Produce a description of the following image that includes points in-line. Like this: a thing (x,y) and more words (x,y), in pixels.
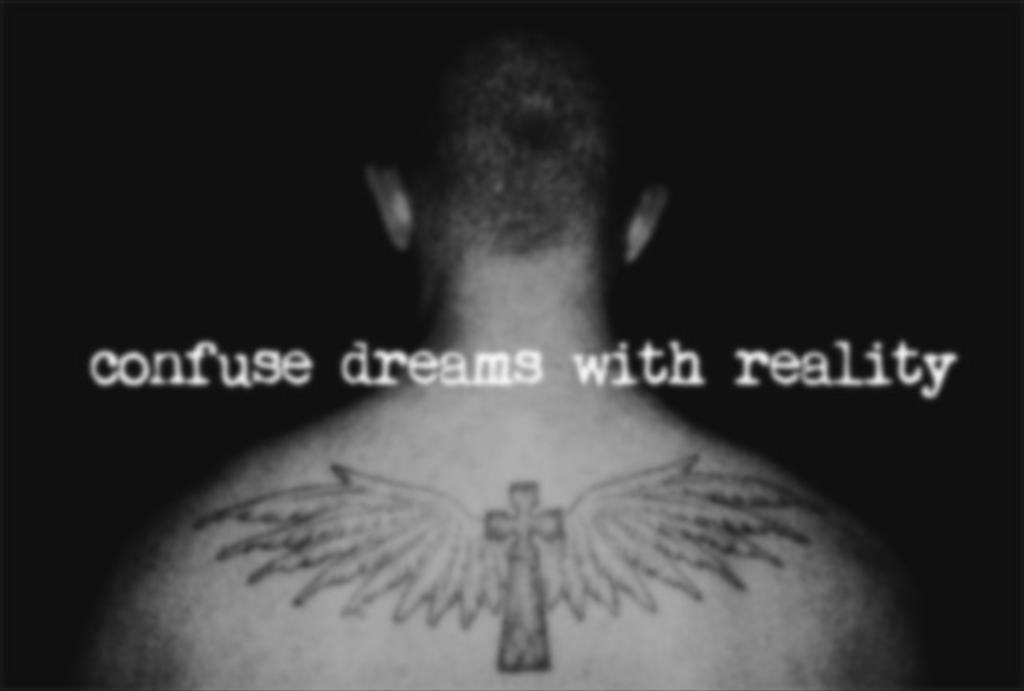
In the picture we can see a person's body (433,472) on which there is a tattoo (503,532) and in the middle of the picture (442,359) there are some words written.
